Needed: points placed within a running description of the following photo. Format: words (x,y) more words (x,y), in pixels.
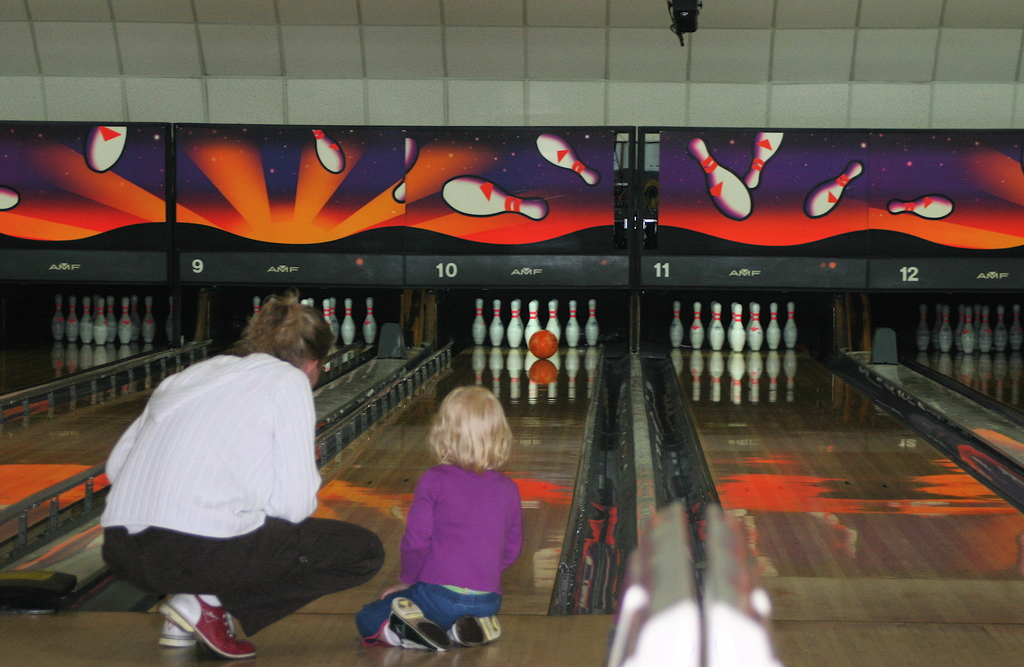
In this picture, woman (249,454) in white jacket (249,454) and girl (456,467) in purple jacket (480,533) are playing game. In the background (276,250), we see a board (755,211) in red and blue color. Behind that, we see a wall (705,9) in white color.
